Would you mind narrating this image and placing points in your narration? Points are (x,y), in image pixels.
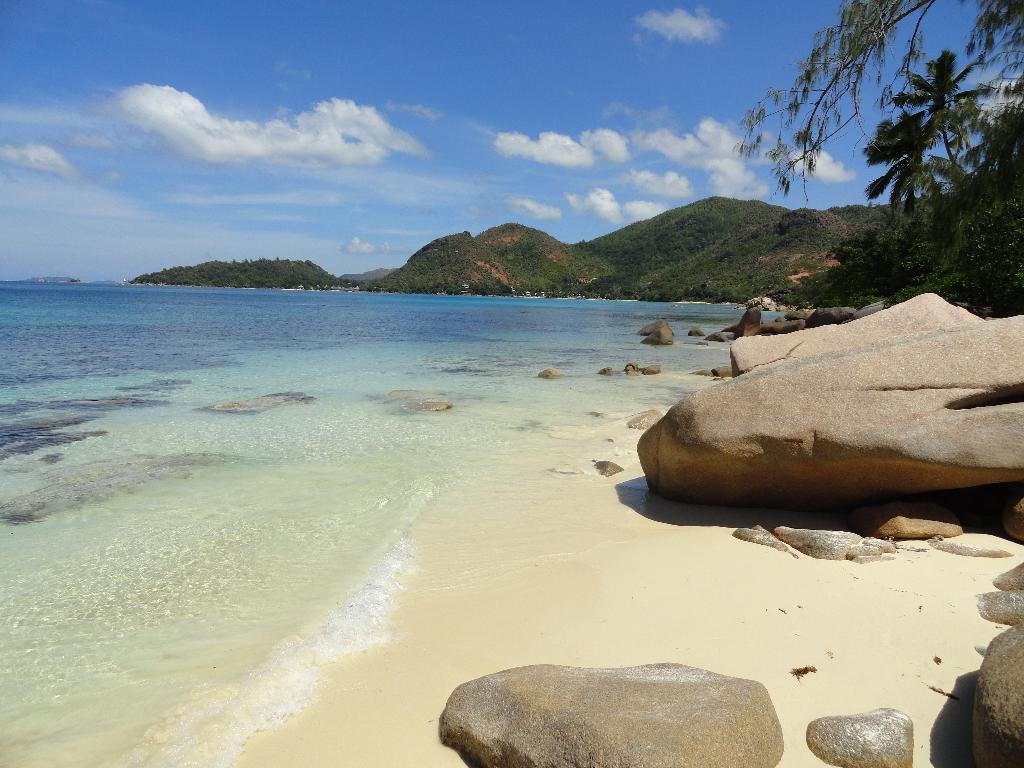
We can see water (417,356), trees (1005,289) and stones (885,465). On the background (621,225) we can see hill (638,269) and sky (485,198) with clouds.
